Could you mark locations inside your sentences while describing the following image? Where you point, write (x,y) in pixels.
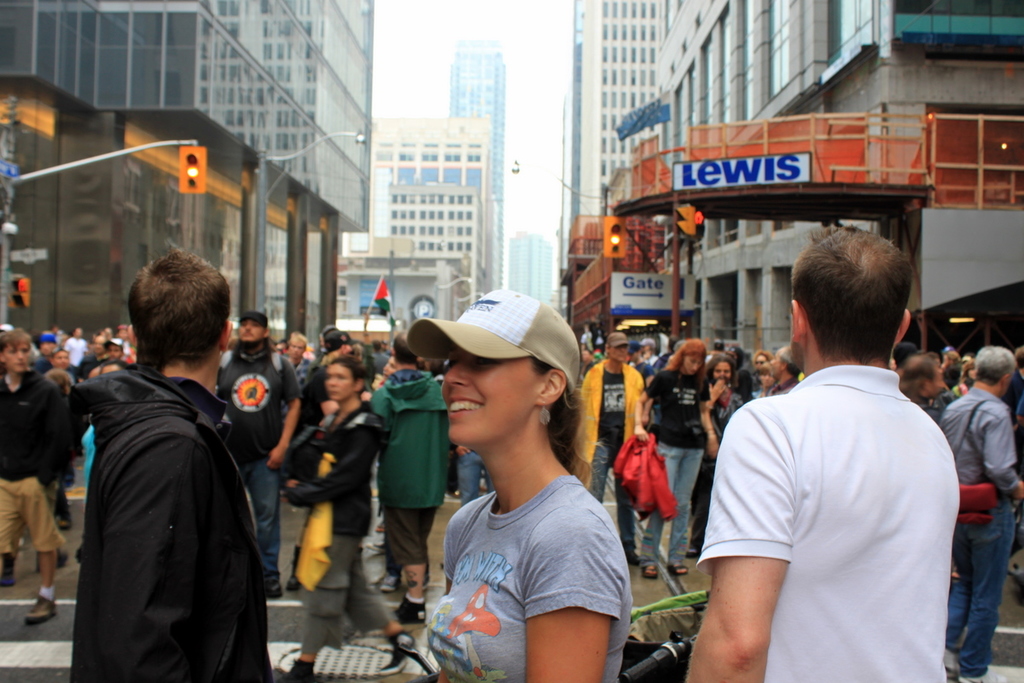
In this picture I can see a number of people (402,378) standing on the surface (372,516). I can see the traffic light poles (181,175). I can see the buildings (707,281).
